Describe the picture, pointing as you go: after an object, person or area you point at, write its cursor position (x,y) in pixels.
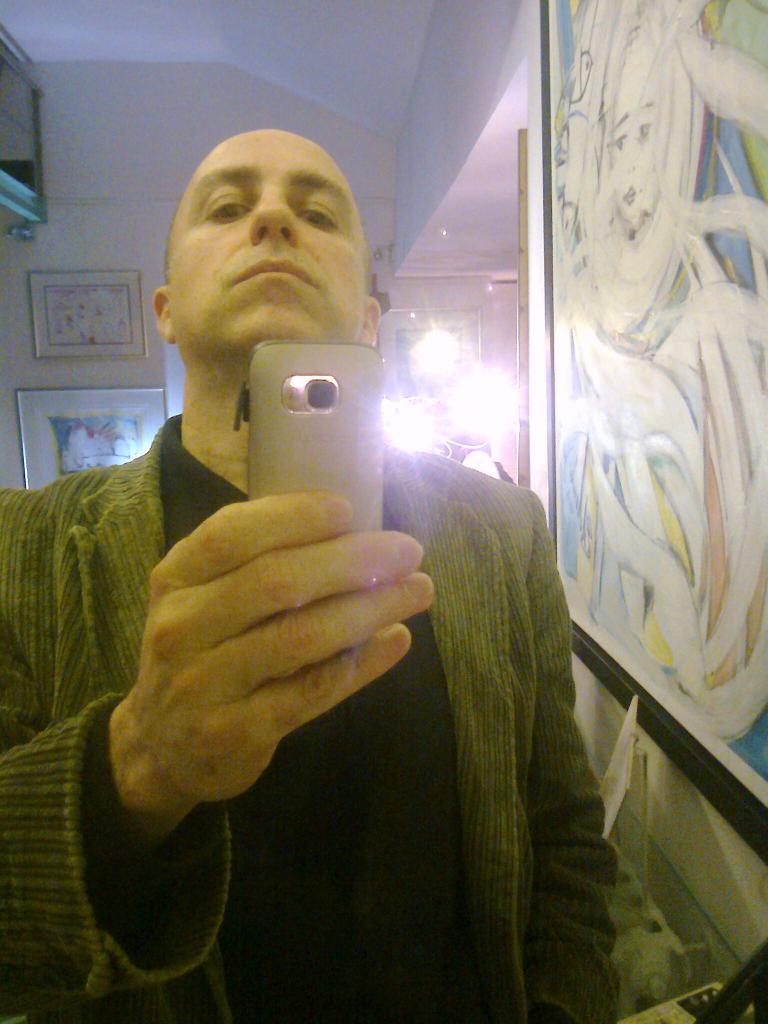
This picture shows the inner view of a building (499,149). There are some frames (560,350) are hanging on the wall (88,379), one cupboard (31,194), some lights (482,417) and some objects (689,959) are on the surface (699,996). One person (520,930) is standing and holding a mobile phone (307,478).
